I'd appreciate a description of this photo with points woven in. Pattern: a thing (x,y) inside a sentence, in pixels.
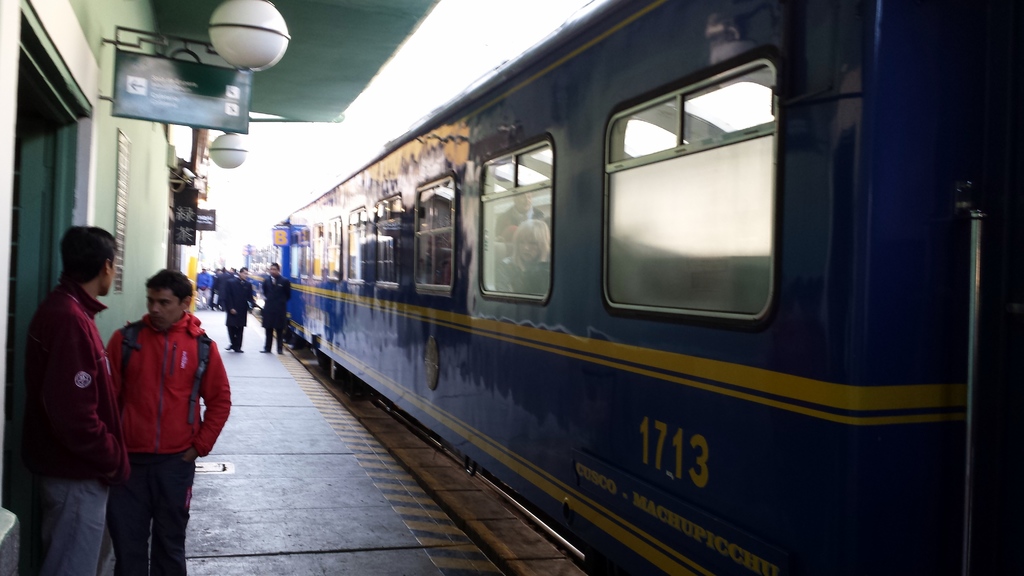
In this image I can see blue colour train (456,331), platform (346,516) and on it I can see number of people (161,311) are standing. I can also see few lights (249,64), few boards (198,96) and on this board (170,94) I can see something is written.
